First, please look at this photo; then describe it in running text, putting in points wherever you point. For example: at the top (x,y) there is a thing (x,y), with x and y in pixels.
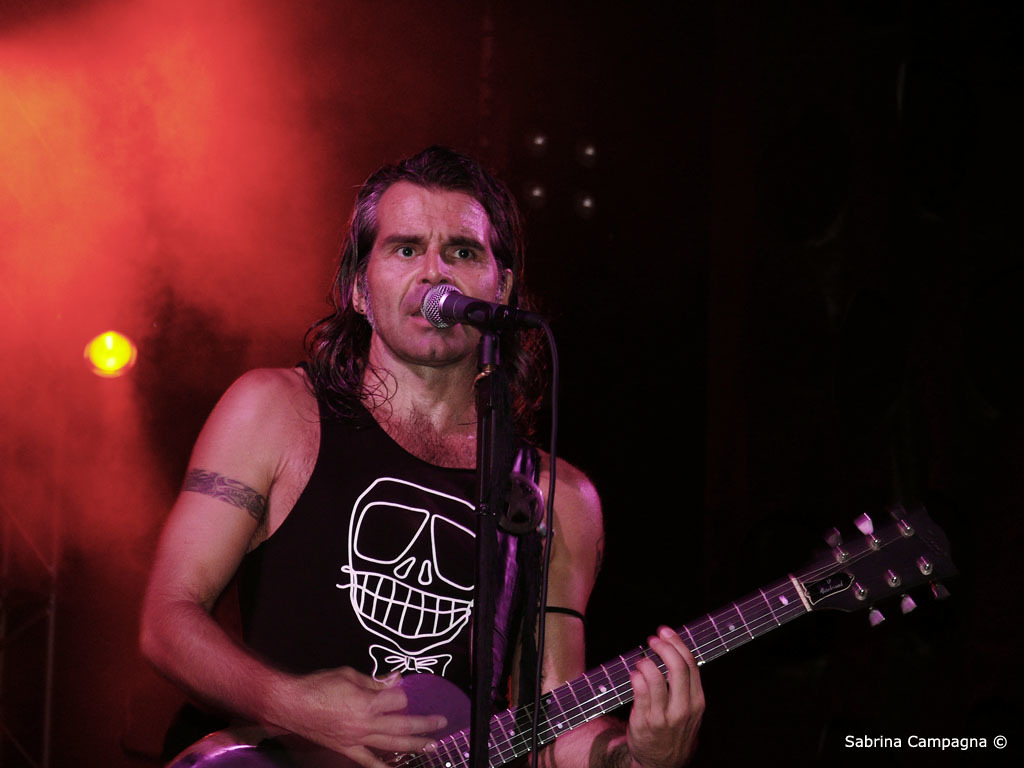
In this picture we can see a man (402,573) holding guitar (857,555) in his hand (355,722) and playing it and singing on mic (439,317) and in the background (641,150) we can see light (241,263) and it is dark.
